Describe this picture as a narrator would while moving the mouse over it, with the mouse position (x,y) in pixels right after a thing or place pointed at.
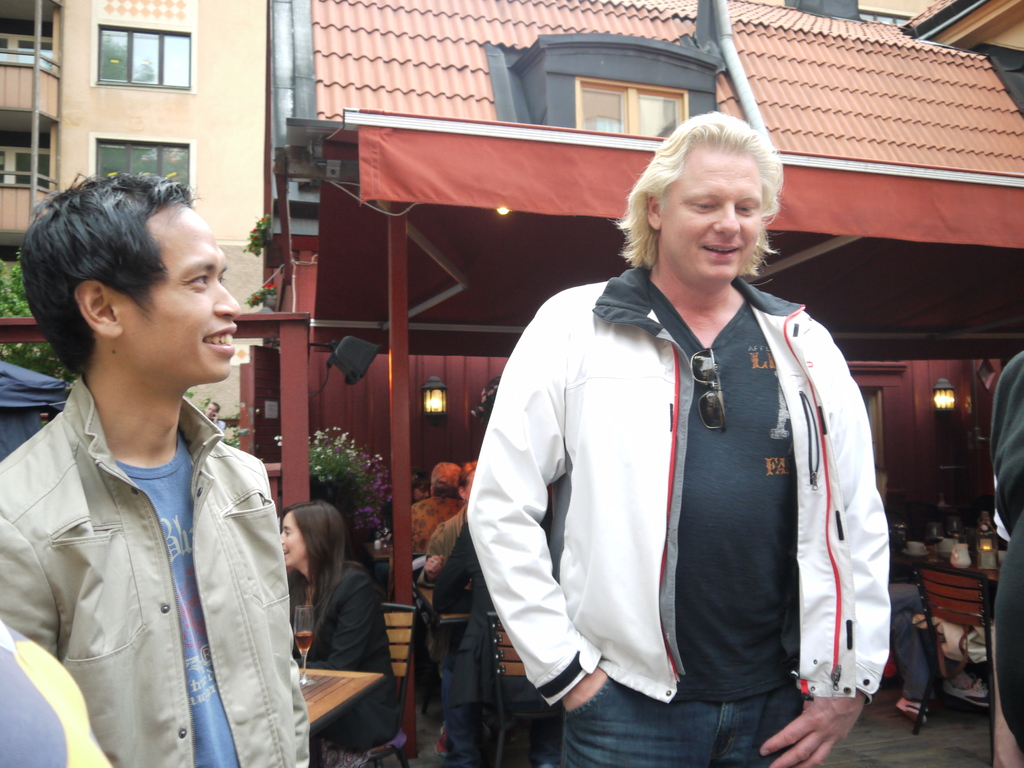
In this image, we can see people (624,535) and some are sitting on the chairs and we can see glasses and some other objects (989,521) on the tables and there are some lights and plants (326,436) in the background (464,93), we can see buildings (994,89).
